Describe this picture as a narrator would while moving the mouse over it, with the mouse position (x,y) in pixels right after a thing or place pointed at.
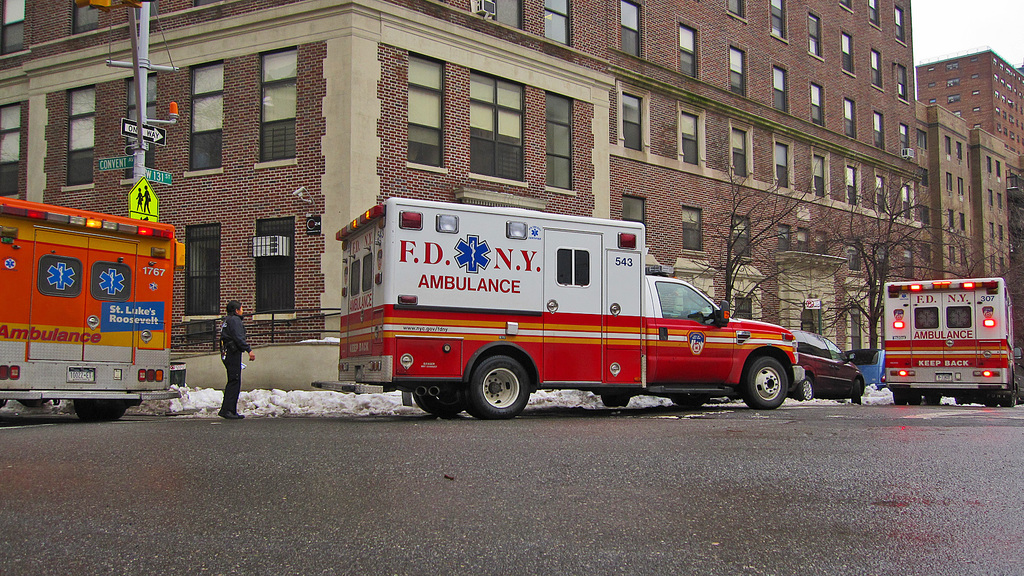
In this picture there are vehicles (554,278) on the road (38,452) and there is a person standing on the road (264,542). There are trees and there are boards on the pole (133,25). At the back (195,35) there are buildings (459,176). At the top (915,39) there is sky (915,40). At the bottom (500,526) there is a road (451,545) and there is a white color object (188,392) on the road (210,452).
